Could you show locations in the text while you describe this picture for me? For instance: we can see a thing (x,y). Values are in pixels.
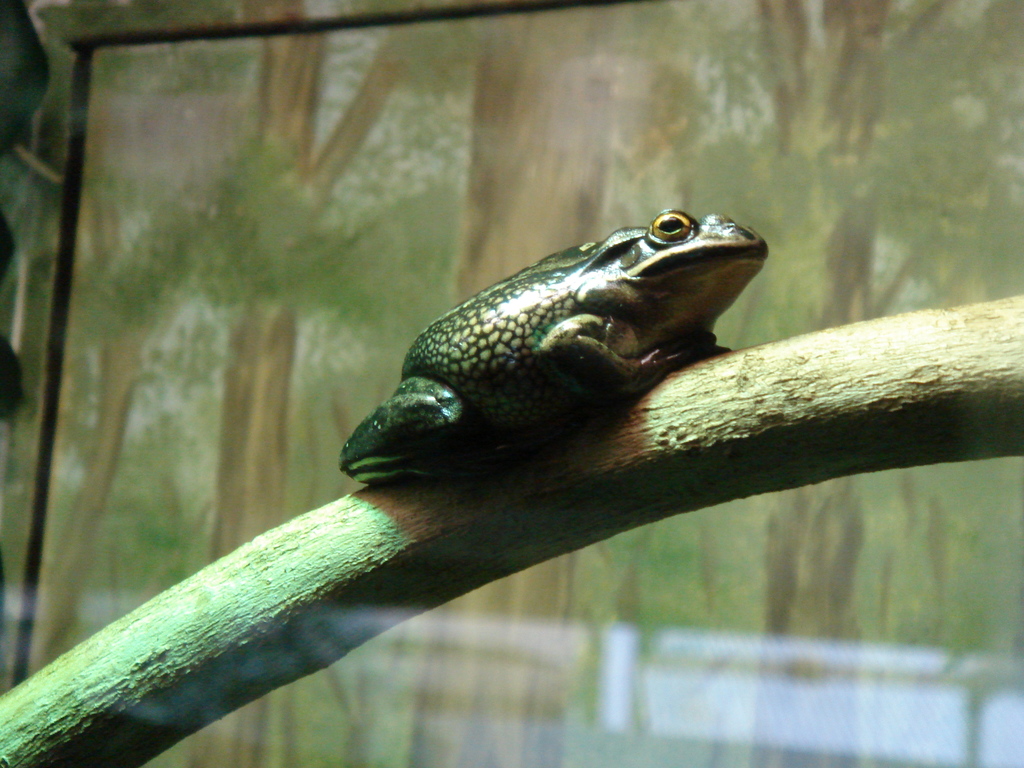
This image consists of a frog (500,438) on a branch (61,689). In the background (271,280) it looks like a screen (314,503). In that we can see many trees (605,96).
